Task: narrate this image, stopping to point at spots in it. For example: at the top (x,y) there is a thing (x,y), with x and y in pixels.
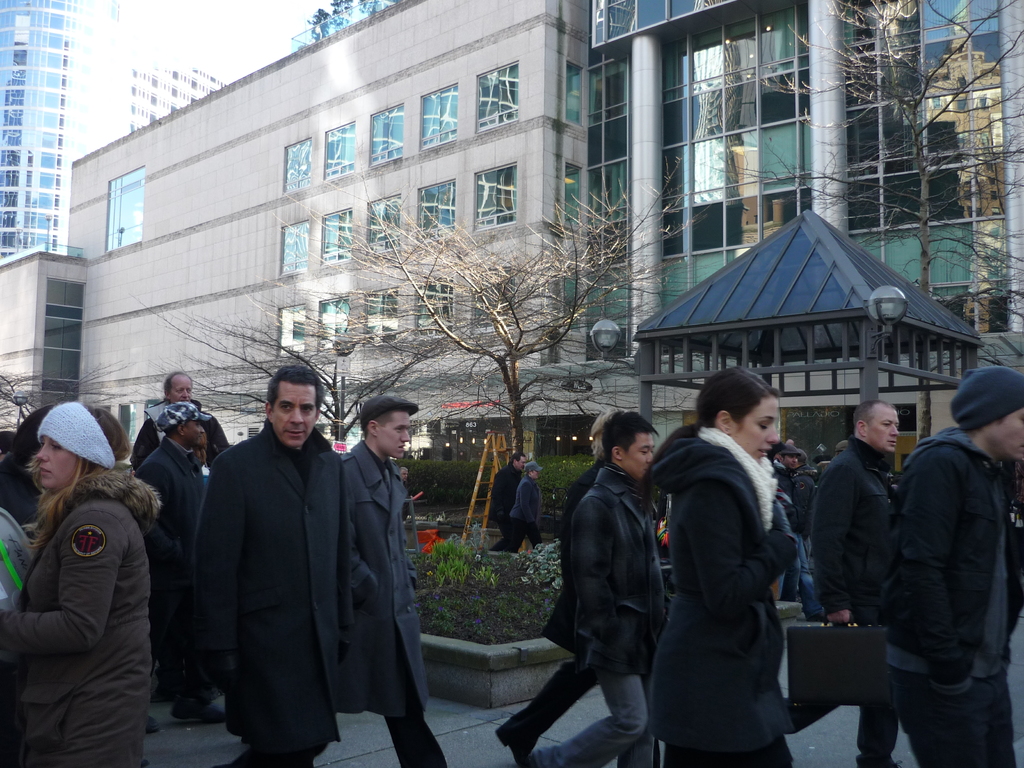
In this image, we can see some buildings (529,229), there are some people (511,530) walking, there is a tree (515,323) and there is a sky (213,25) at the top (170,48).
